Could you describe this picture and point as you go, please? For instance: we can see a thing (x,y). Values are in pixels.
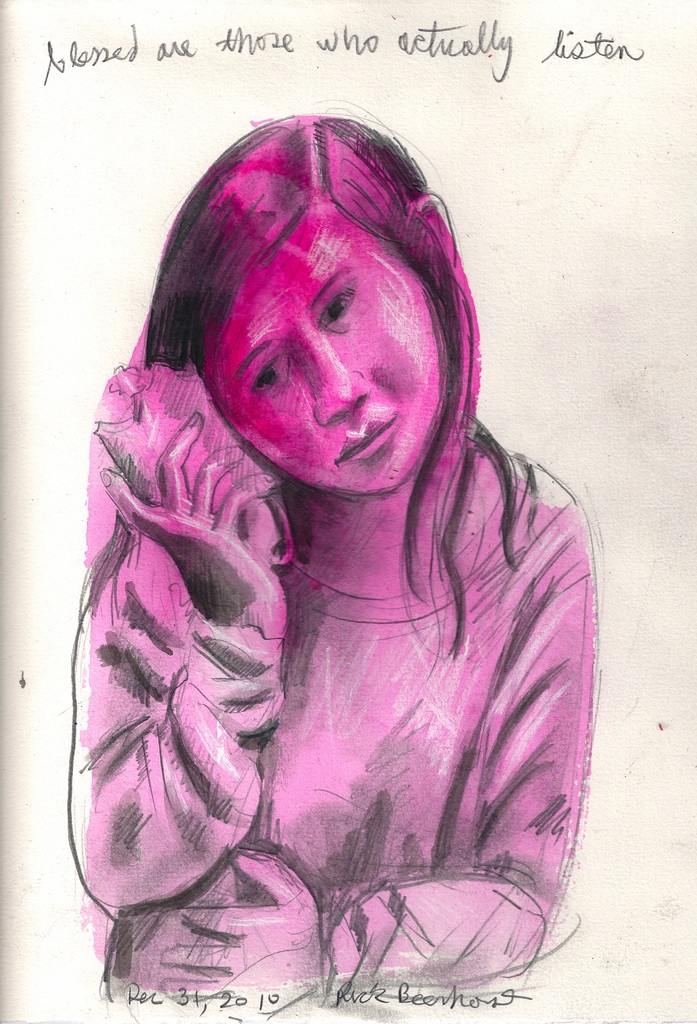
In this image I see the painting (269,489) of a girl (295,472) who is holding a thing (171,429) near to her ear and I see something is written on the bottom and on the top (282,49).
